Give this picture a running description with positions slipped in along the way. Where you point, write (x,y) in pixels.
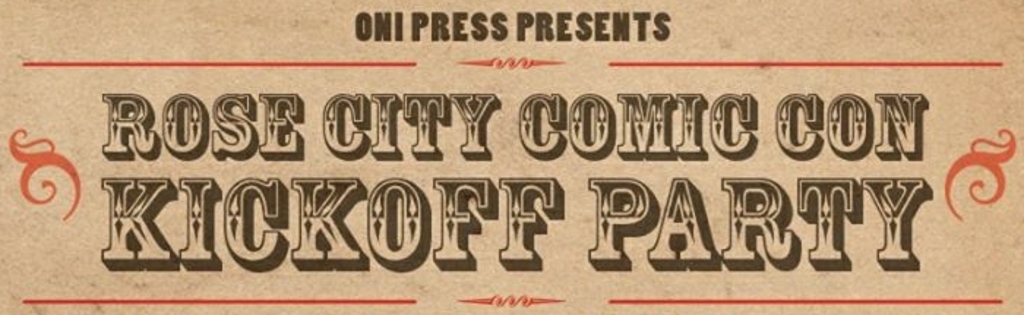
It seems like a poster (511,178) with some text (396,227).
